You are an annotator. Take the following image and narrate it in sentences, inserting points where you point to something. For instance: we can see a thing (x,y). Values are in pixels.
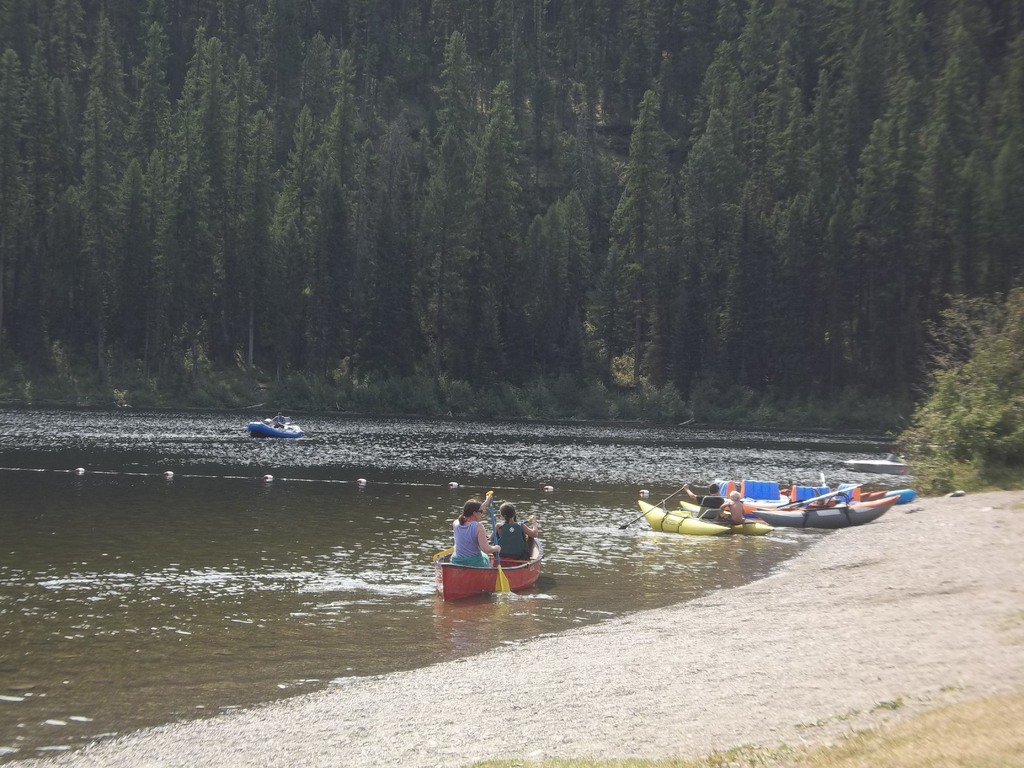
In the foreground of this picture (337,552), there is a river (349,508) and few boats (722,488) on the river (314,461). On the right bottom corner (985,604), there is ground (973,676) and few trees (984,420). In the background (313,304), there are trees (325,308).
